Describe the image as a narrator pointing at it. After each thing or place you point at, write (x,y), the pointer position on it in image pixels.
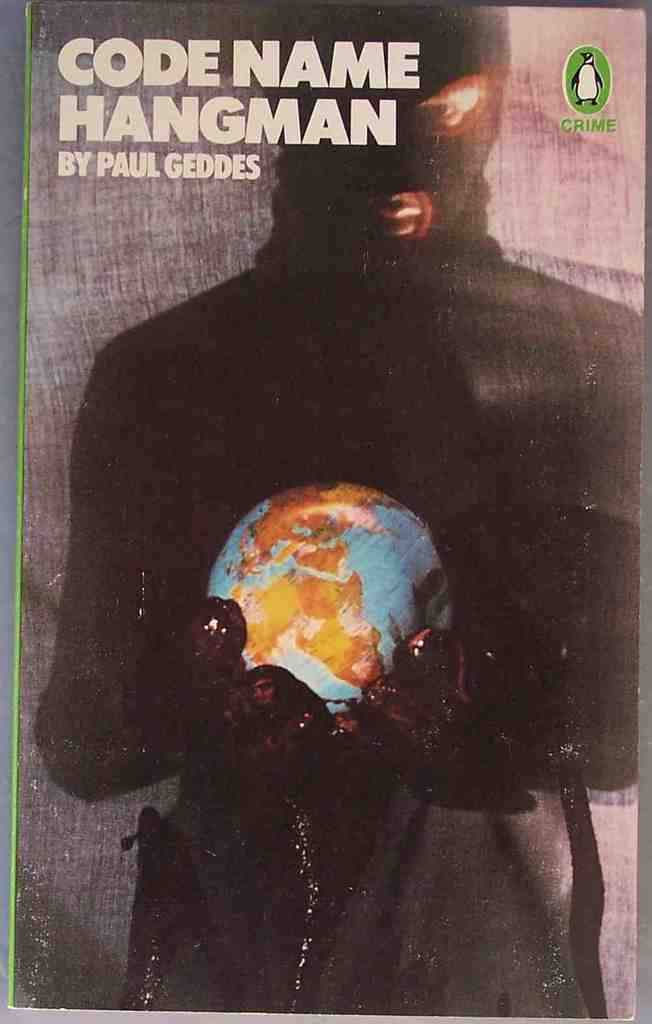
In this image there is a poster (586,342), on that poster (568,285) there is a man (369,223) holding a globe (282,643) in his hand (204,704), in the top left (140,165) there is text (233,173), in the top right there is a penguin (595,101).
